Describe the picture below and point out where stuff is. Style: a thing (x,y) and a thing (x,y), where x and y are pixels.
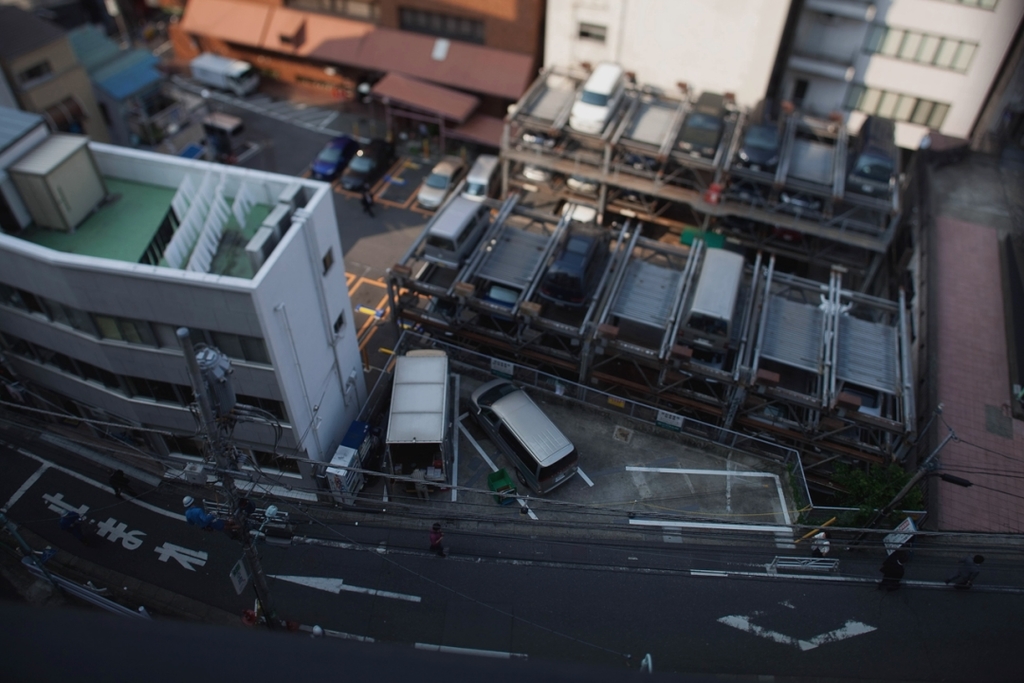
This image contains an aerial view of a place. Few vehicles (488,414) are on the road (772,584). There are few buildings (257,307). Right side (893,574) few people (815,551) are walking on the pavement (527,545). A transformer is on the pole (233,511) which is having few wires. Middle bottom there is a fence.
